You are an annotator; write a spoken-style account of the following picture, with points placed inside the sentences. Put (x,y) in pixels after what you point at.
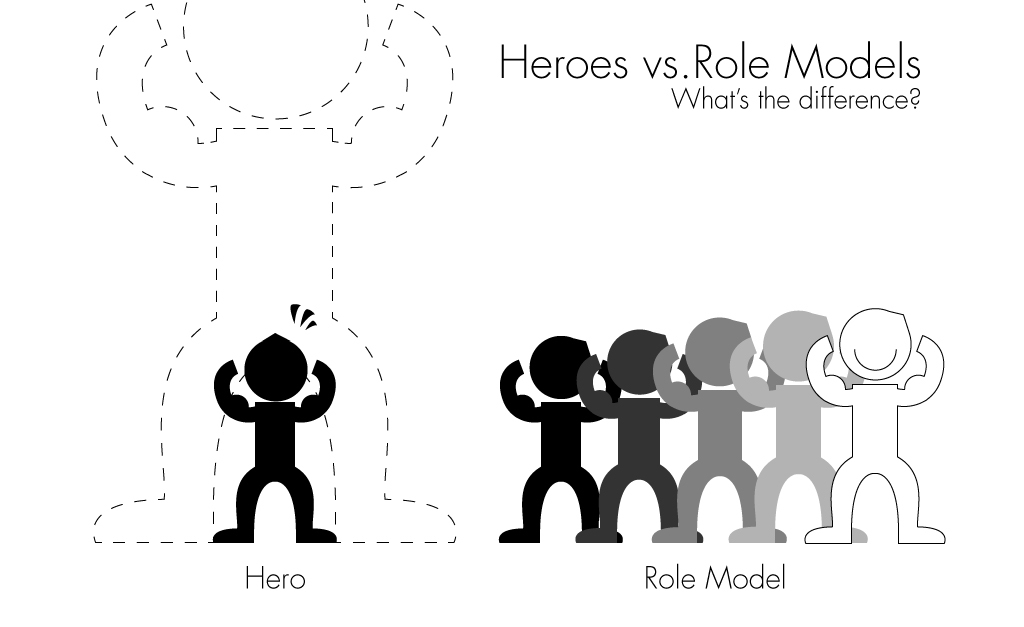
This is an animated picture. I can see words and icons (403,35) of persons (280,471) on the image.
